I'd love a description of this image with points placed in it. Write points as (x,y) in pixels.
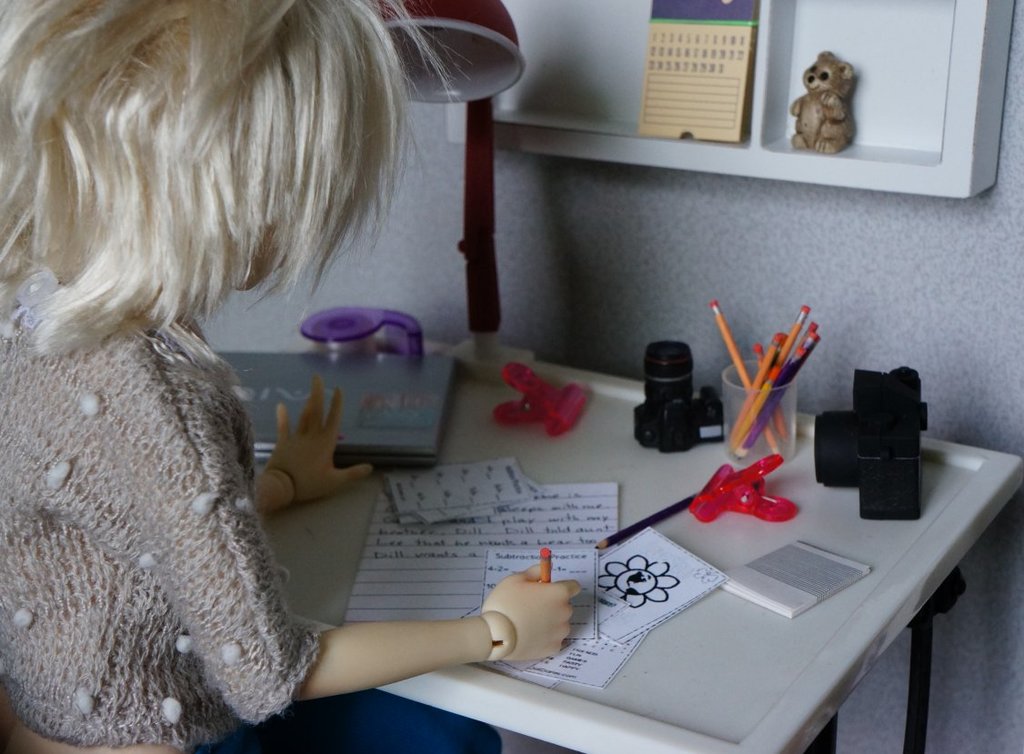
In this picture there is a toy (310,229) writing on a paper (519,505) which is on a table (703,647) and it is on a left side (129,658). There is a table (865,531) besides a wall (729,292), on the table (655,472) there is a camera (849,416), pencils (771,395) and a book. In the shelf (679,152) there is a toy (802,151) and a calendar (746,75).
